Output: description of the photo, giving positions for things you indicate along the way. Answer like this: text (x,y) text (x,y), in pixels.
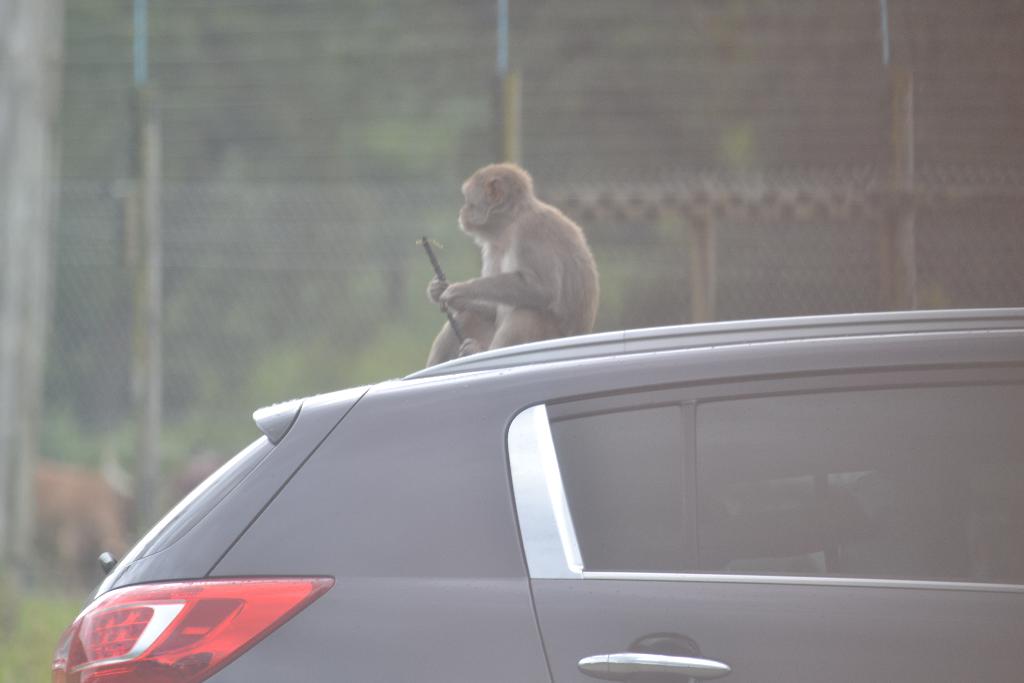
This image consists of a car (370,593) in grey color. On which we can see a monkey (532,241) sitting. In the background (760,118), there is a fence (232,137).
